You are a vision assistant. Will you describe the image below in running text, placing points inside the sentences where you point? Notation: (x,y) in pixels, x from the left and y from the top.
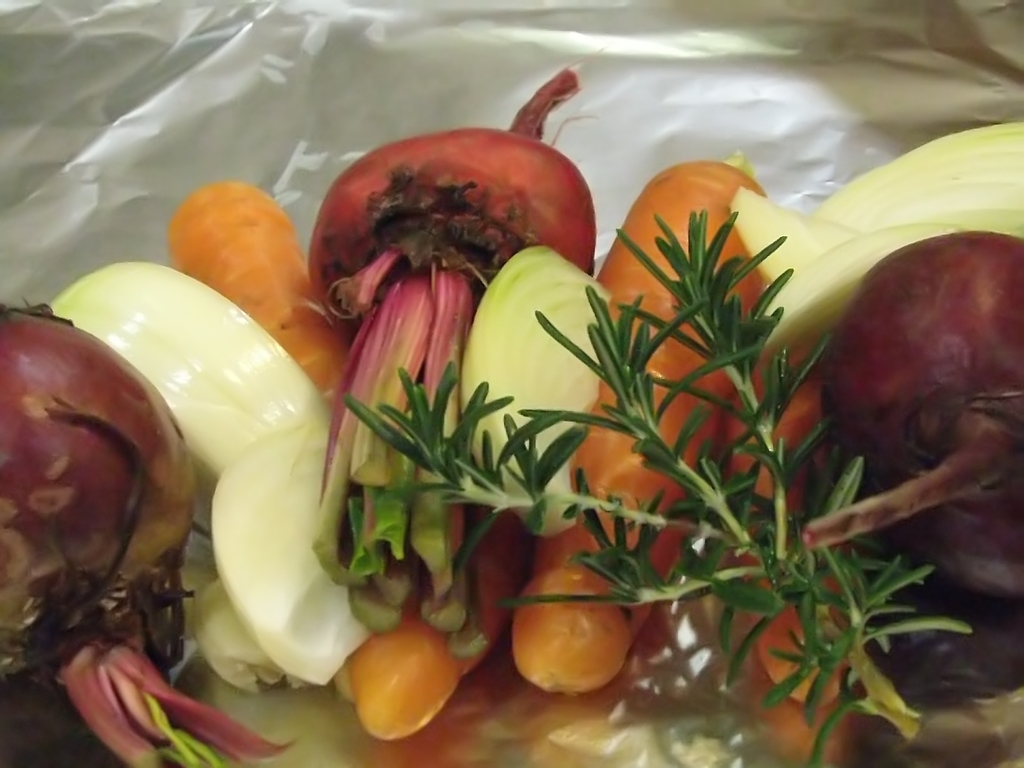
In this image we can see vegetables (516,314) on the silver foil (590,160).
